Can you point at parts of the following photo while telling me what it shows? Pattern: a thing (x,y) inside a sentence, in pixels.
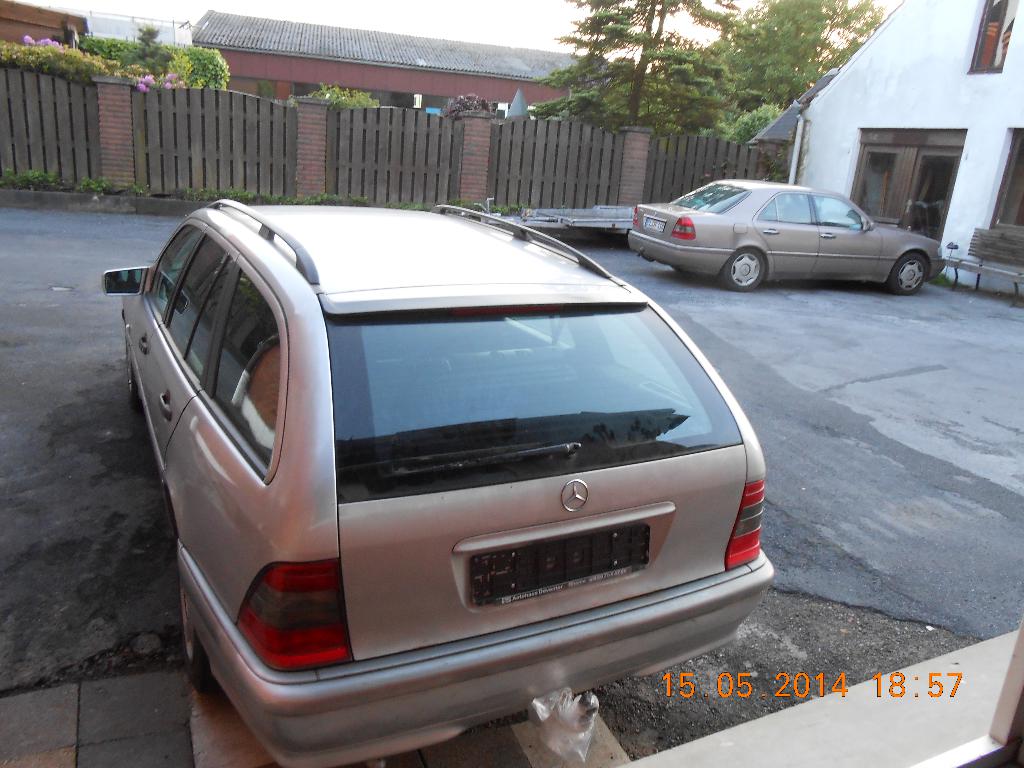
In this picture there are two cars (545,490) which are parked near to the buildings (879,88). In the back (269,108) I can see the wooden partition (439,145), plants (218,59), trees (754,97), shed (482,71), trailer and other objects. At the top (507,21) I can see the sky (507,1). In the bottom right corner (752,699) there is a watermark (682,684).
